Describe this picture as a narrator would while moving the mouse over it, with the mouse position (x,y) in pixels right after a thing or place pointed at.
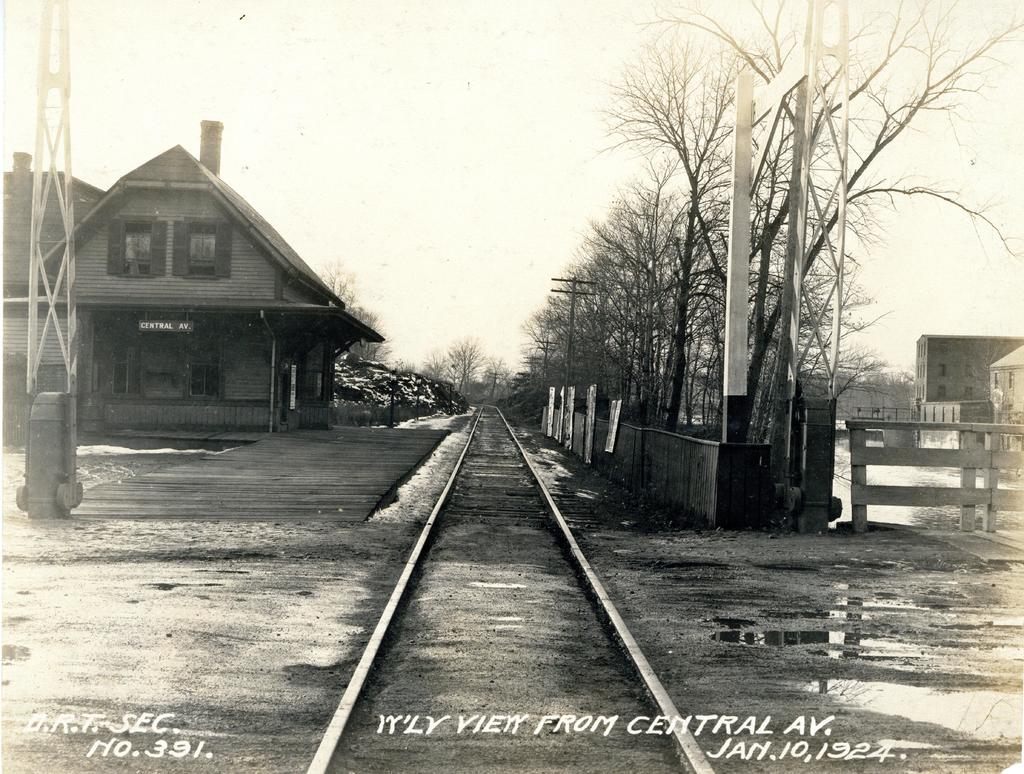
It looks like an old picture, we can see a railway track (432,550) and on the left side of the railway track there are houses (110,221) and a pole (33,336). On the right side of the railway track (498,423) there are electric poles (564,288), wall (694,443), trees (690,428), water (889,473) and buildings (948,364). Behind the trees (607,289) there is the sky (390,145) and on the image it is written something.
